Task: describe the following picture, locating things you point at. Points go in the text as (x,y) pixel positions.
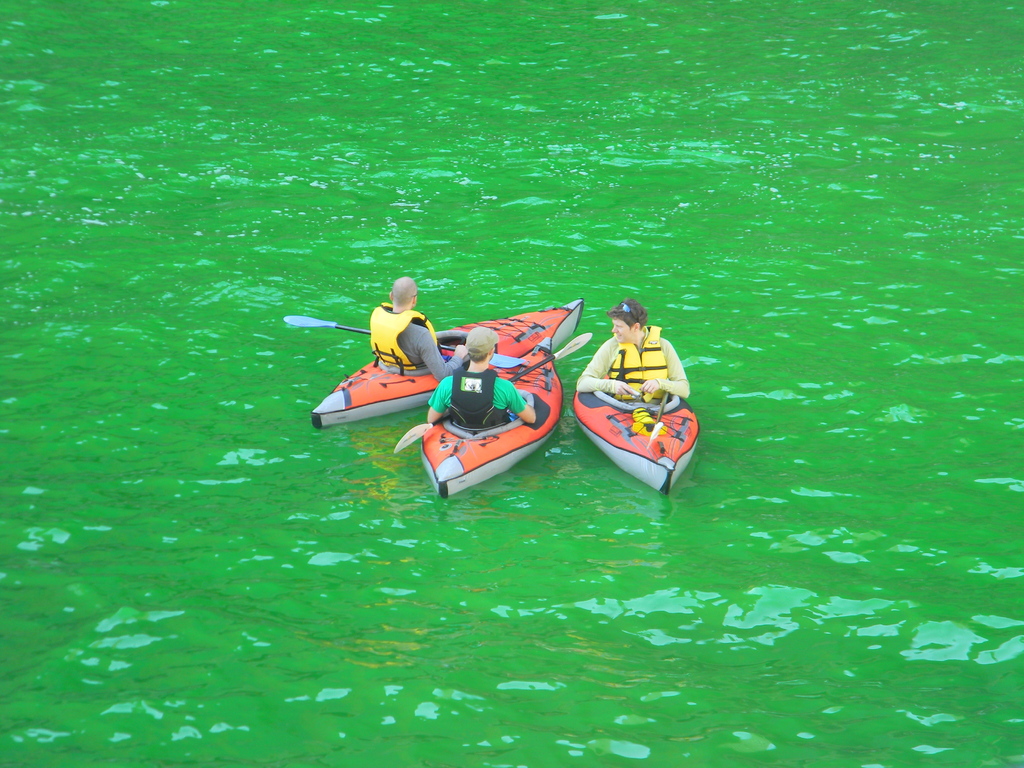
In this image I can see three boats (544,428) on the water (581,321). I can also see three persons (626,387) on the boat (449,432) and I can see all of them are holding paddles (443,420). I can see all of them are wearing life jackets (654,375) and I can also see one person (474,380) is wearing a cap (476,352).
